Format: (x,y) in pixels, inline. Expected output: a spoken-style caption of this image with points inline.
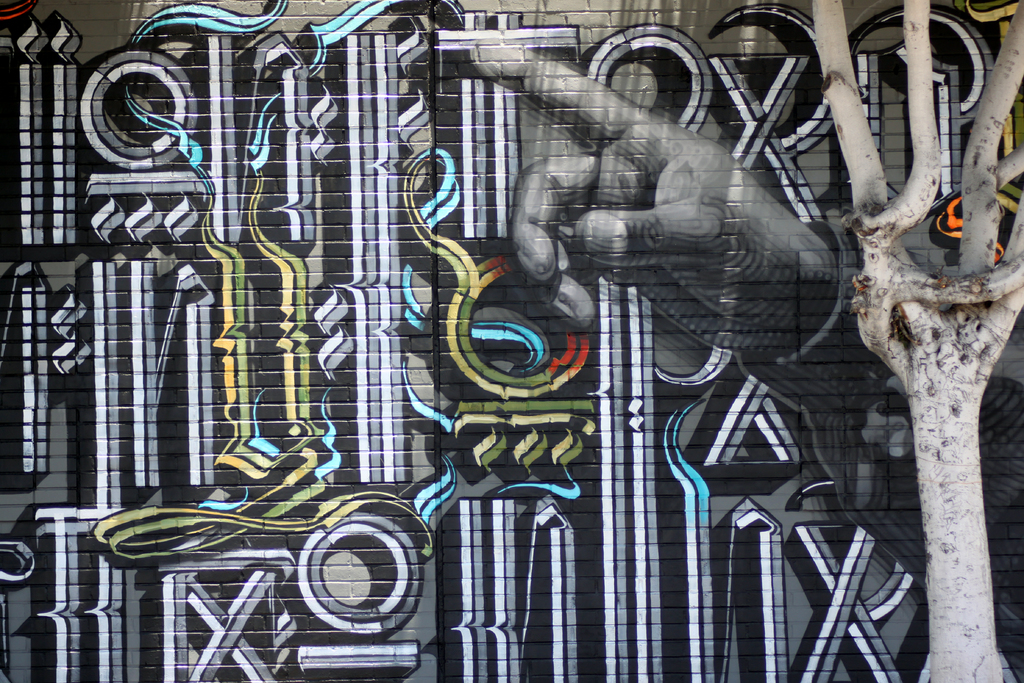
In this image I can see the wall painting (428,327) in different color. I can see the tree (939,344).
